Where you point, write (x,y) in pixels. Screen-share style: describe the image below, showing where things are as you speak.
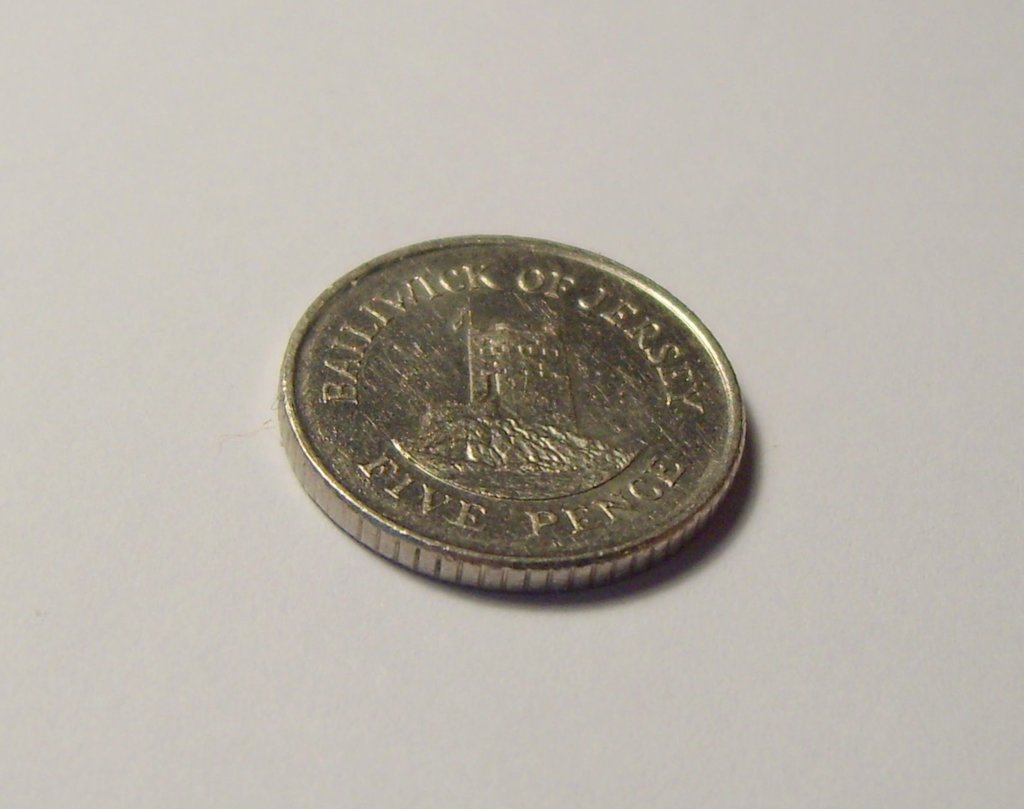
In this image in the center (483,407) there is a coin (477,403), and there is white background (232,160).
